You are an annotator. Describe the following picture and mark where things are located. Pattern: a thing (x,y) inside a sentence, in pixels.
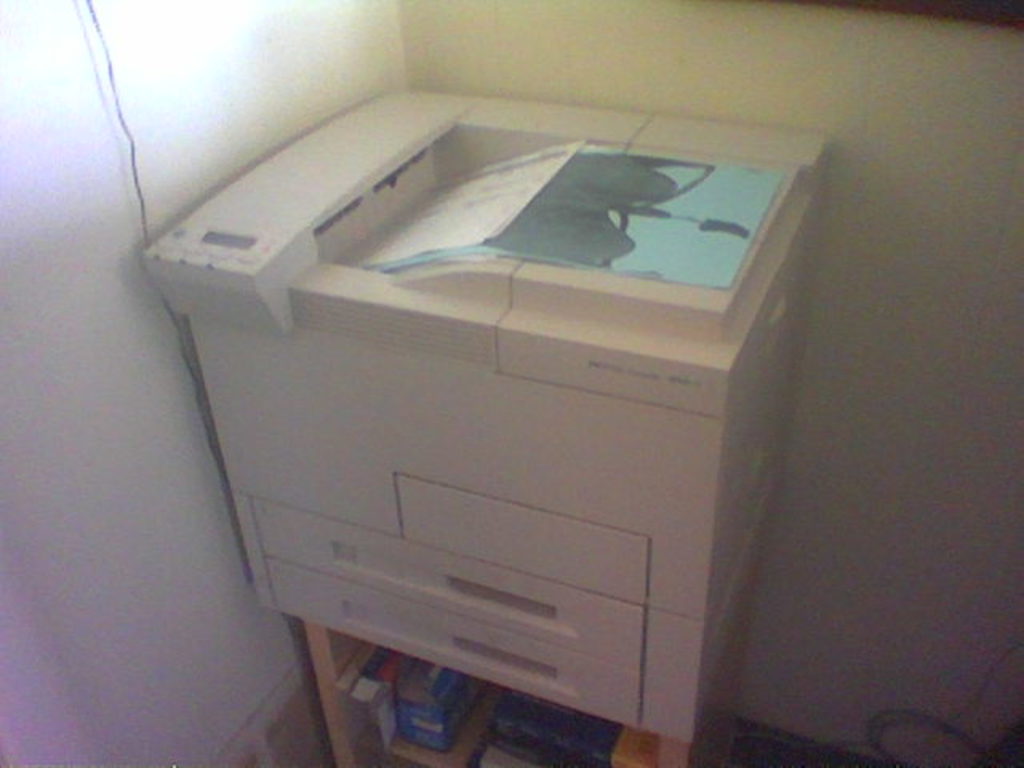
In this image we can see a printing machine (403,386), books (413,698) and walls (244,101).
